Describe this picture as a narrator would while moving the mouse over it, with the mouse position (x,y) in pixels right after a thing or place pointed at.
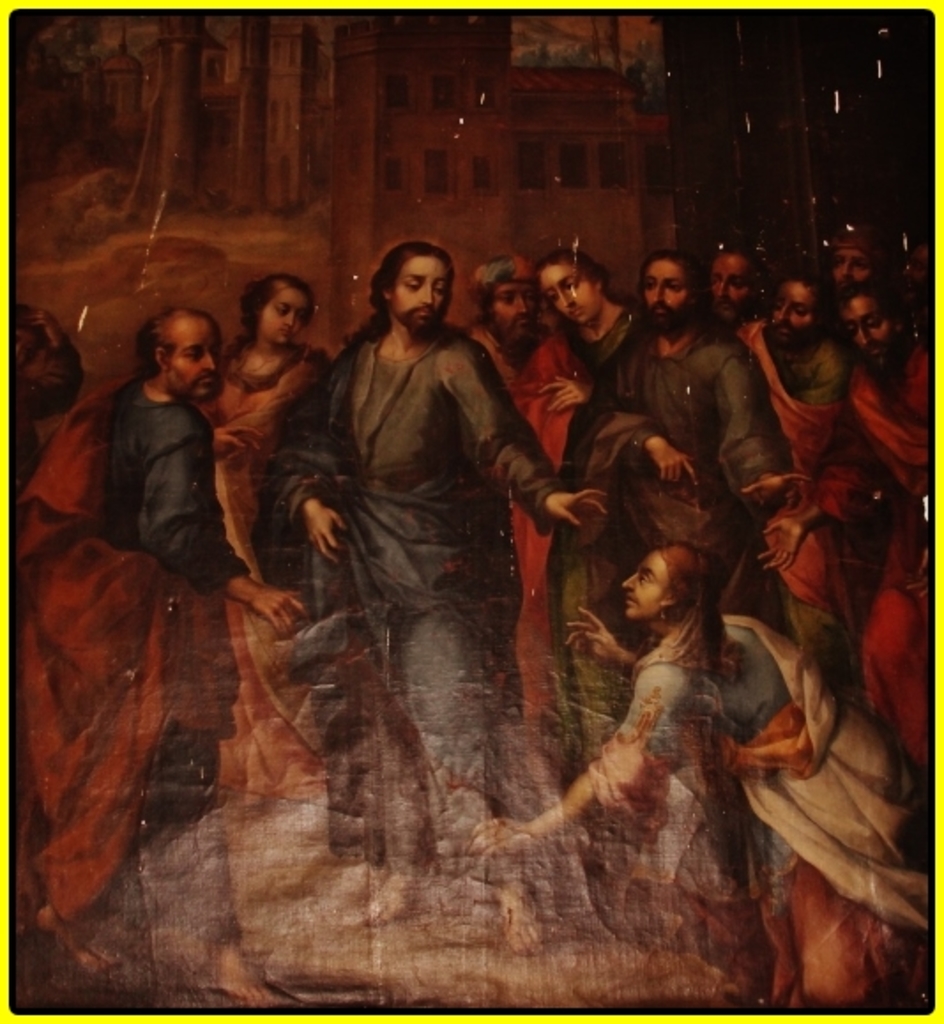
This image consists of a picture in which I can see many people (250,543) are standing.
